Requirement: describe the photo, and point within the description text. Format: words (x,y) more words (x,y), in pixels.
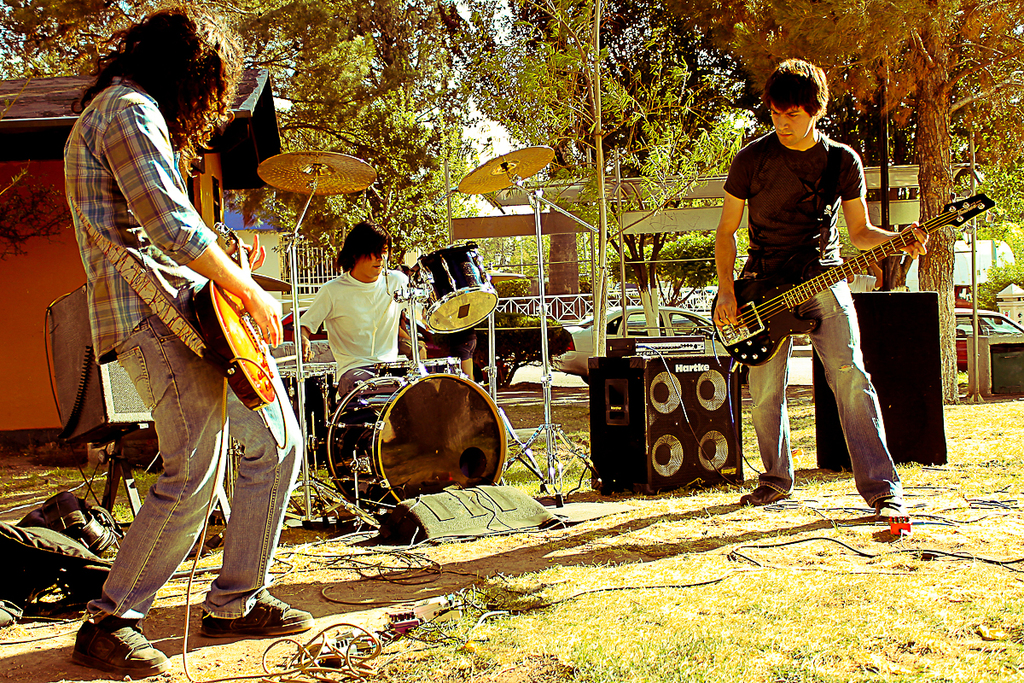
In this image I can see three people (141,539) where two of them are holding guitar (223,246) in their hands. I can see a person (348,354) is sitting next to a drum set (407,364). In the background (998,127) I can see number of trees (374,105) and a shack (32,241).
